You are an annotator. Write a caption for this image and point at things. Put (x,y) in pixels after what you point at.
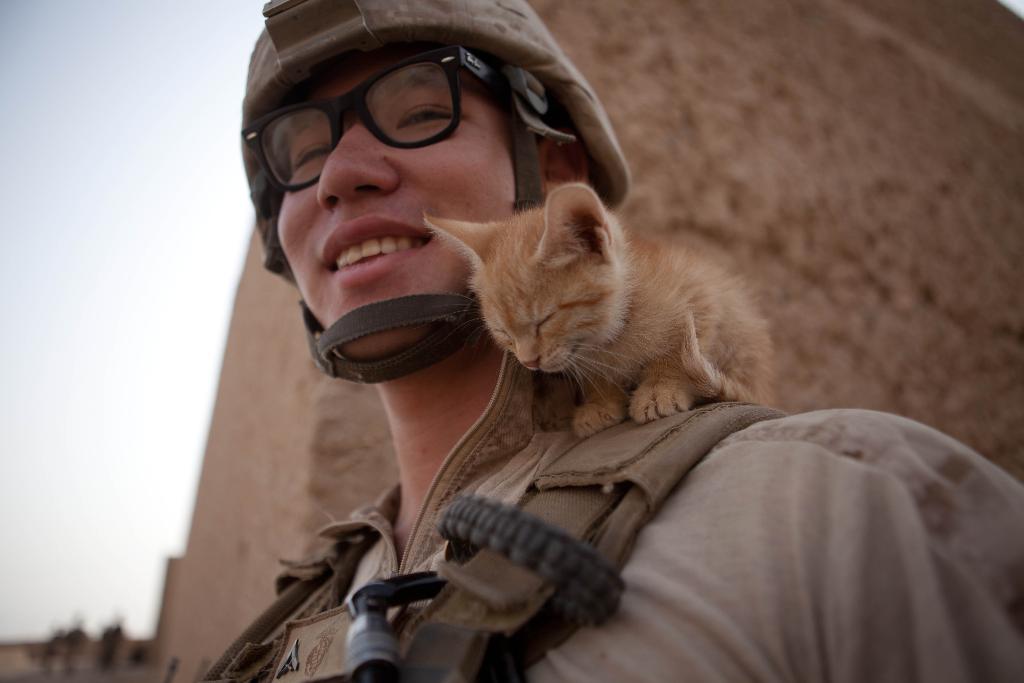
A man (327,70) is posing to camera wearing a helmet (349,376) and spectacles (402,119). He has a kitten (598,424) on his shoulder (594,435). In the back (243,475) there is structure (641,157). The sky (111,148) is clear.
